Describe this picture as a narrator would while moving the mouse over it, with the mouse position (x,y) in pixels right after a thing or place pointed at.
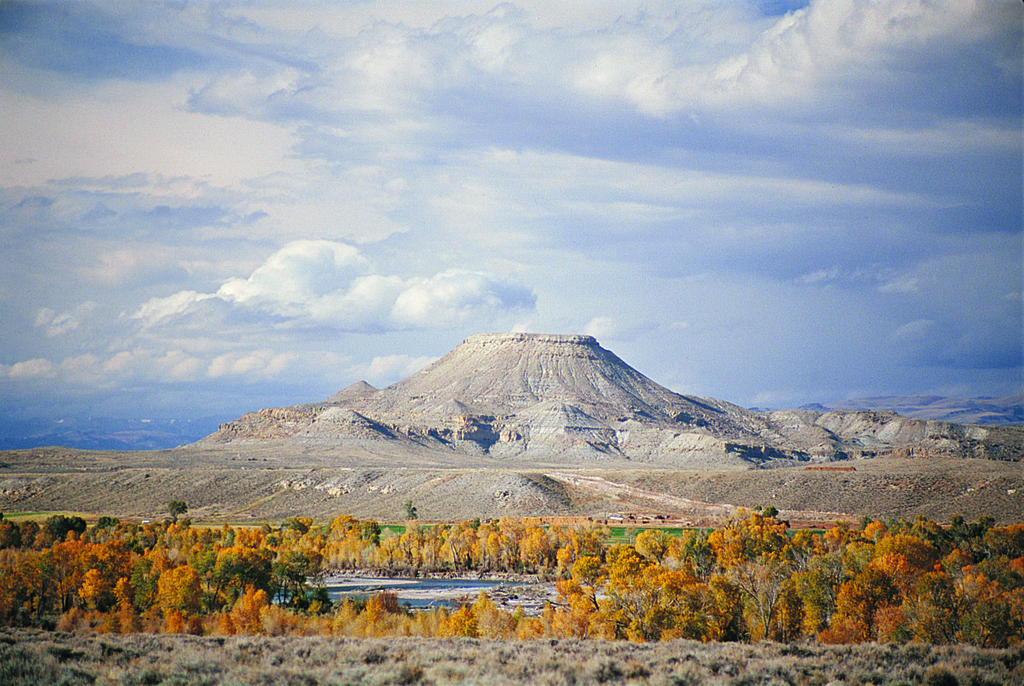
There are trees (700,559), water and mountains (602,436) at the back (933,434). There are clouds (317,231) in the sky (309,248).
